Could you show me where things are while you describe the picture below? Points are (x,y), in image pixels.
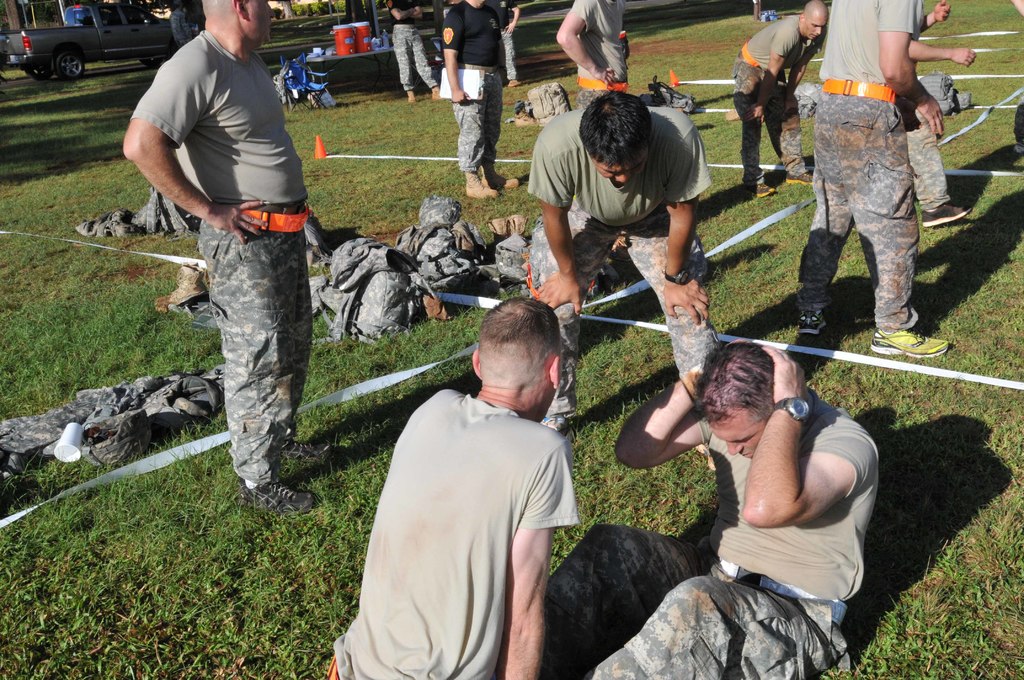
In this image there are a few people (654,284) standing and few (434,424) are sitting on the surface of the grass (177,501), in the middle of them there are ropes (982,115) connected to traffic cones (316,138) and there are a few clothes (53,434) and objects (304,82) are placed. In the background (134,10) there is a vehicle (134,10) and trees (46,14).
